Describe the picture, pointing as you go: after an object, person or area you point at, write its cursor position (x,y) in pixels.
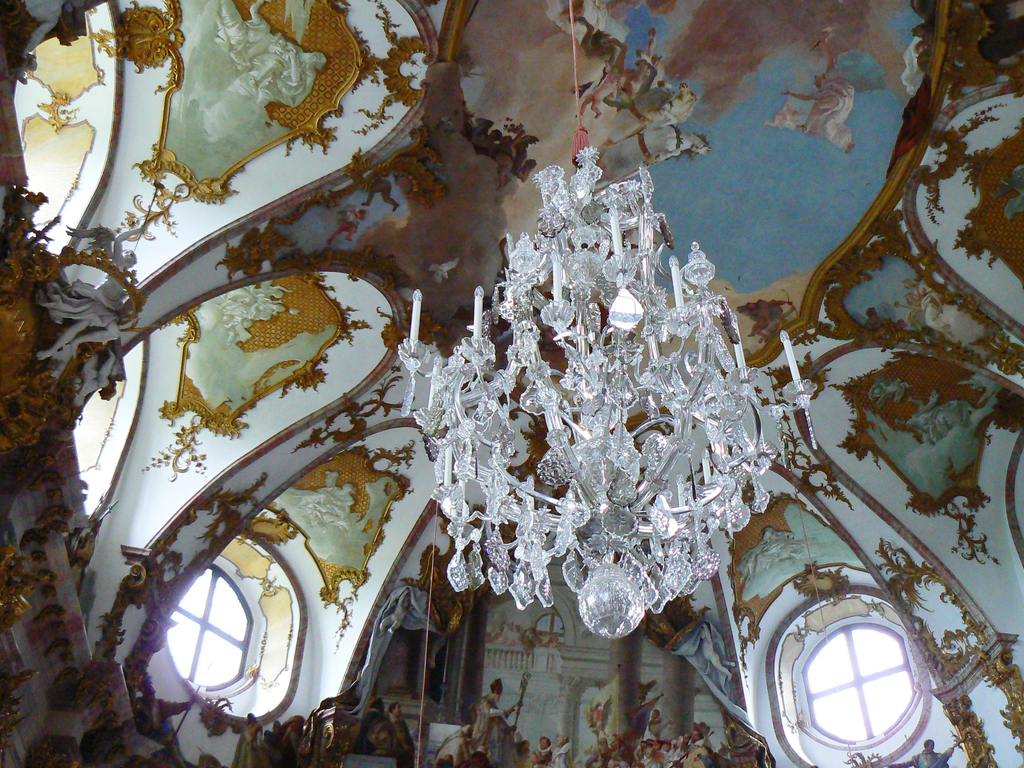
This is an inside view of a building (294,477) and here we can see ceiling lights (570,415) and in the background (681,175), there are some paintings (480,653) and we can see windows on the wall (230,538).
